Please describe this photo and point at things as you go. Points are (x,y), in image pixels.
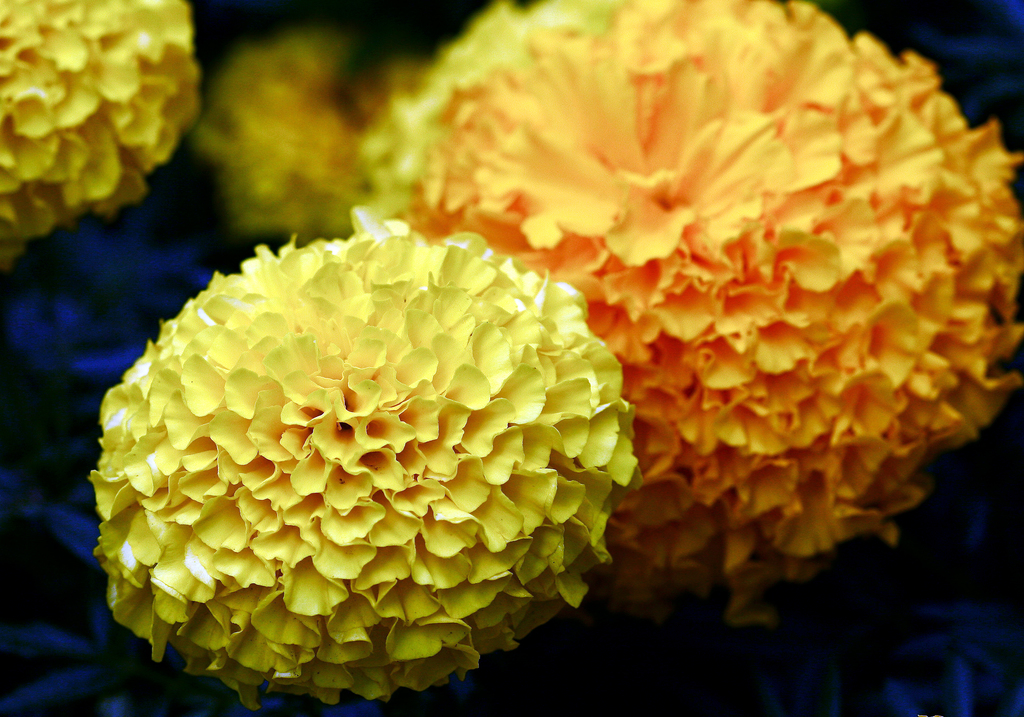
In this image we can see there are some flowers (485,395).
